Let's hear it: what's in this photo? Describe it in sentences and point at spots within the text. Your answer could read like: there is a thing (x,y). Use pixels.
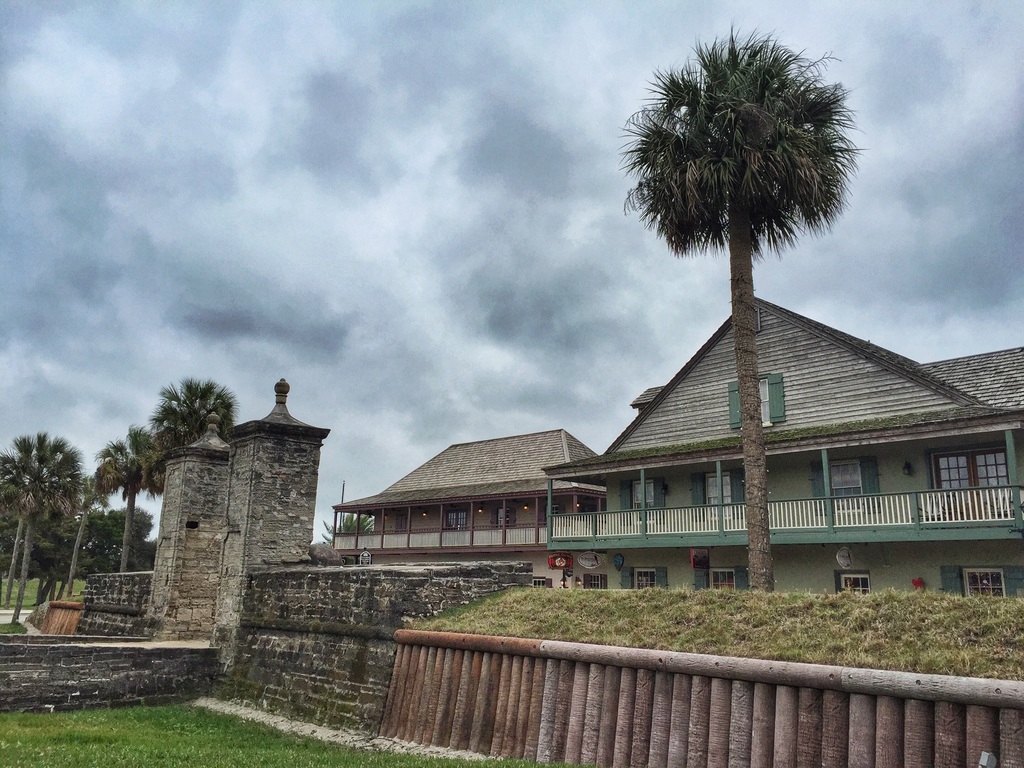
This picture is clicked outside. In the foreground (221,735) we can see the green grass (139,735) and a wooden fence (606,657). In the center (659,462) there is a building (581,445) and trees (53,538). In the background (308,263) there is a sky (460,135) which is full of clouds (104,77).
